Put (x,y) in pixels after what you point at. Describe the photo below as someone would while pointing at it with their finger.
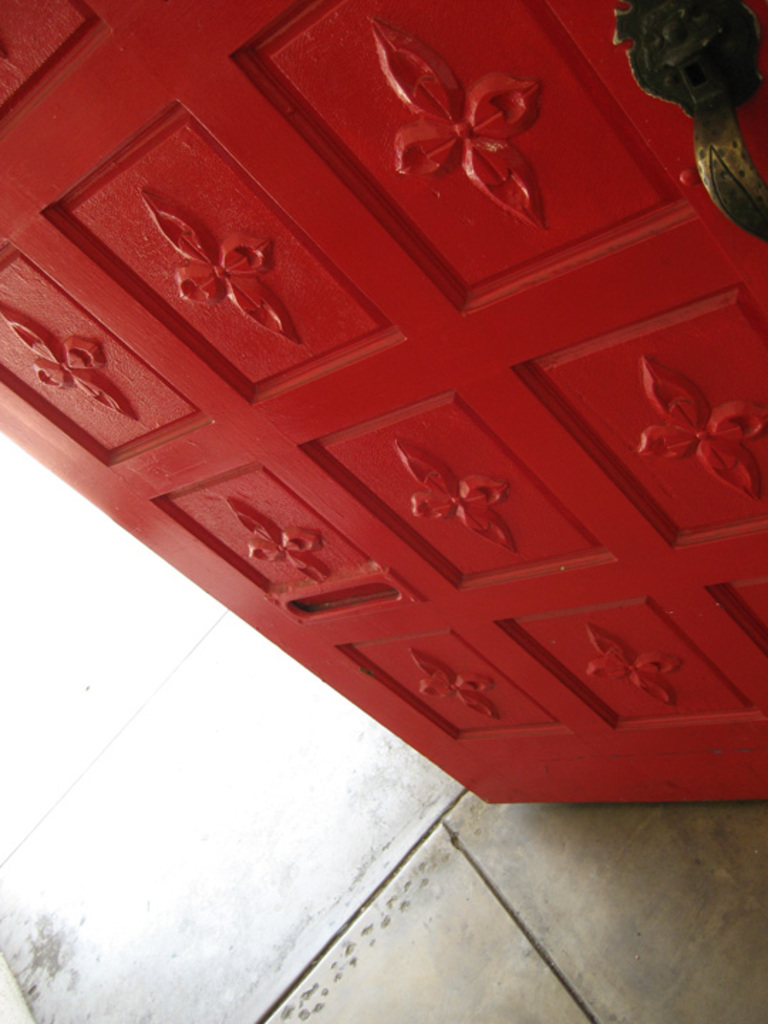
In this picture I can see a door (458,392).
